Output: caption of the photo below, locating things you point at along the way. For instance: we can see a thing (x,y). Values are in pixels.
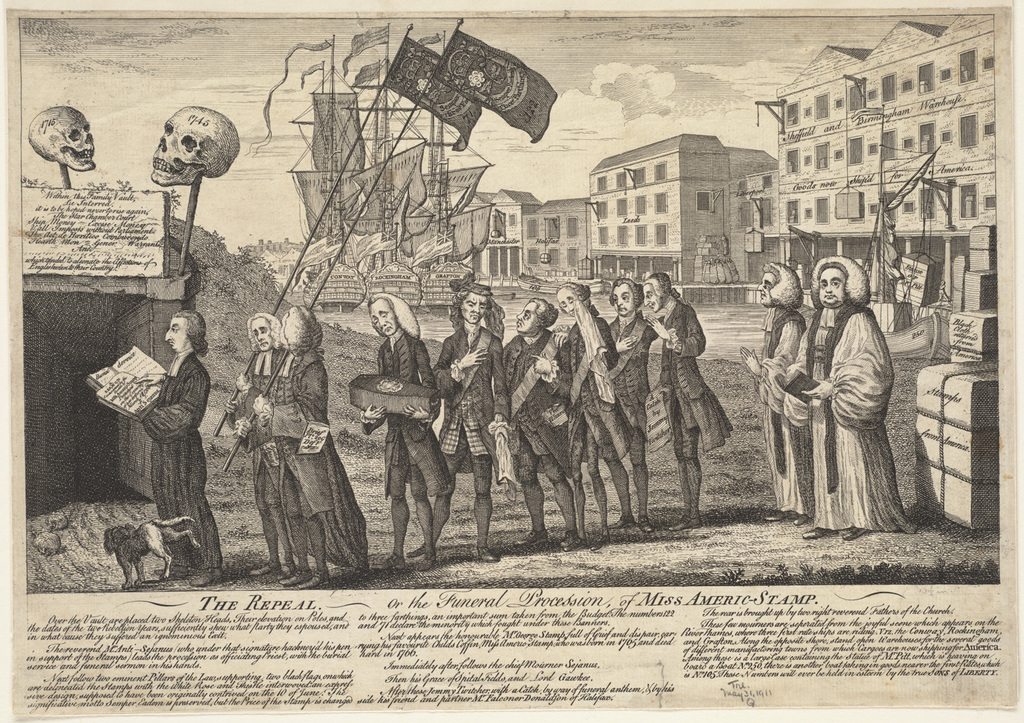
In this image I can see an art (461,446). I can see few persons (386,413) in the art (550,415). I can see few buildings (783,202). At the bottom (609,654) there is some text (887,639).
